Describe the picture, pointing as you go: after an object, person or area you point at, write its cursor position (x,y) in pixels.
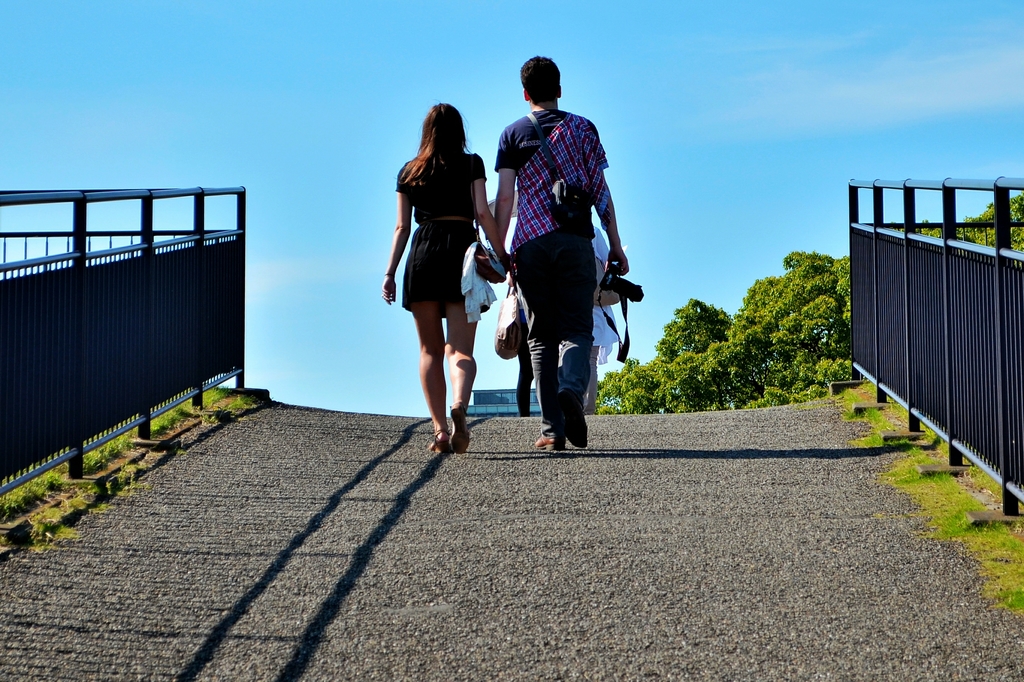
In the image there are few people (447,309) walking on the road (518,549) which is in the form of a slope (512,441) and there is a fencing (195,228) around that road (77,561), in the background (786,326) there are many trees (790,328) and it looks like there is some building (497,412) in front of the people (526,347).
